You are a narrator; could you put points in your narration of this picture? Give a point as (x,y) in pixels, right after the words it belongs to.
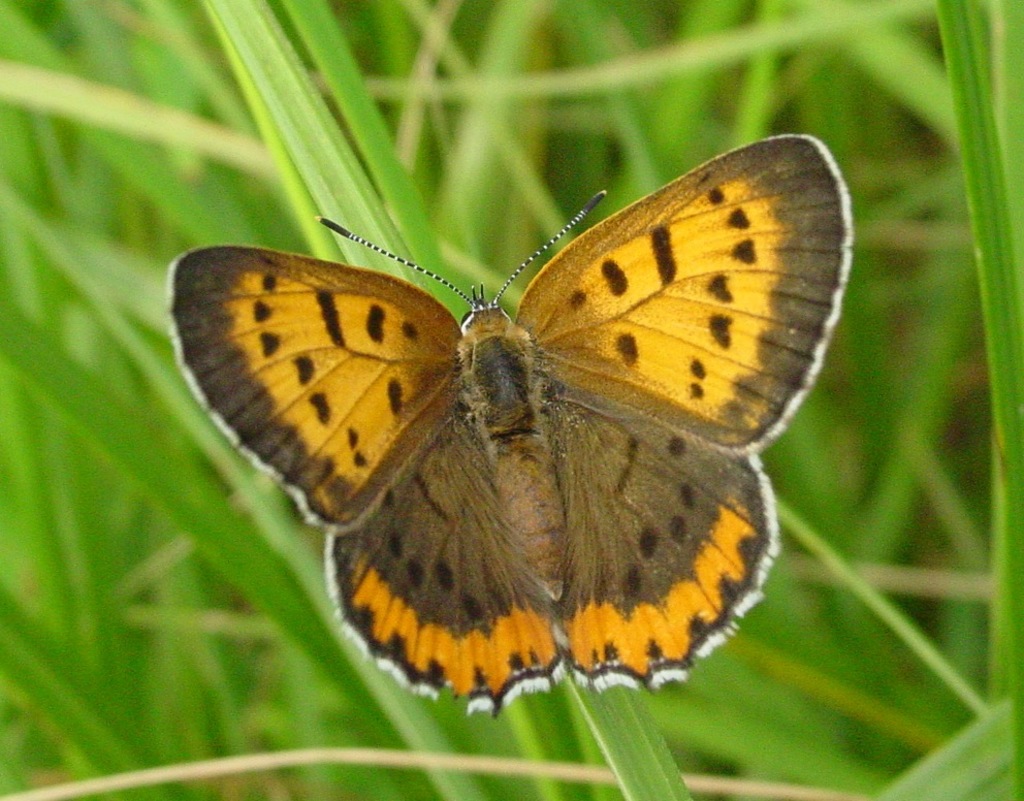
In this image we can see a butterfly (512,381) on grass (71,555).
